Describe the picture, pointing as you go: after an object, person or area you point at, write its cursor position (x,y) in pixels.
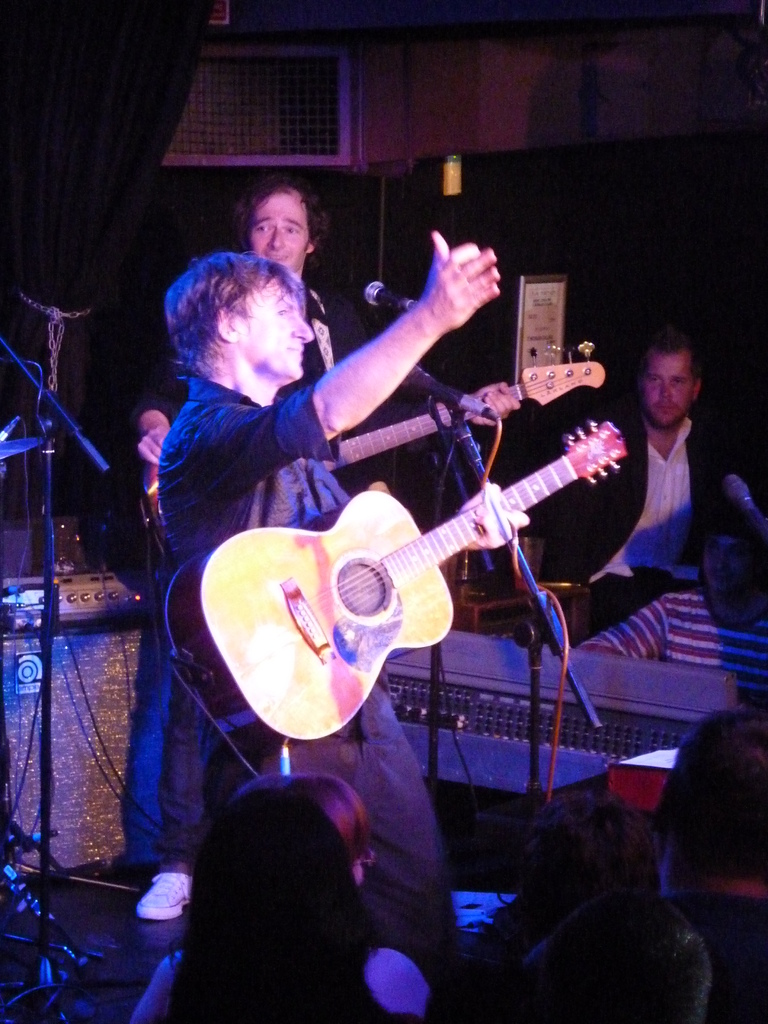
In Front of a picture we can see audience (307,816). This is a platform (54,924) and on the platform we can see a man (366,362) standing in front of a mike (465,405), holding a guitar (272,687) in his hand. Behind to this man (279,458) we can see other person (317,250) holding a guitar (428,421). We can see two persons (706,455) here. This is a curtain (165,138) in black colour. This is a mike (432,381).
